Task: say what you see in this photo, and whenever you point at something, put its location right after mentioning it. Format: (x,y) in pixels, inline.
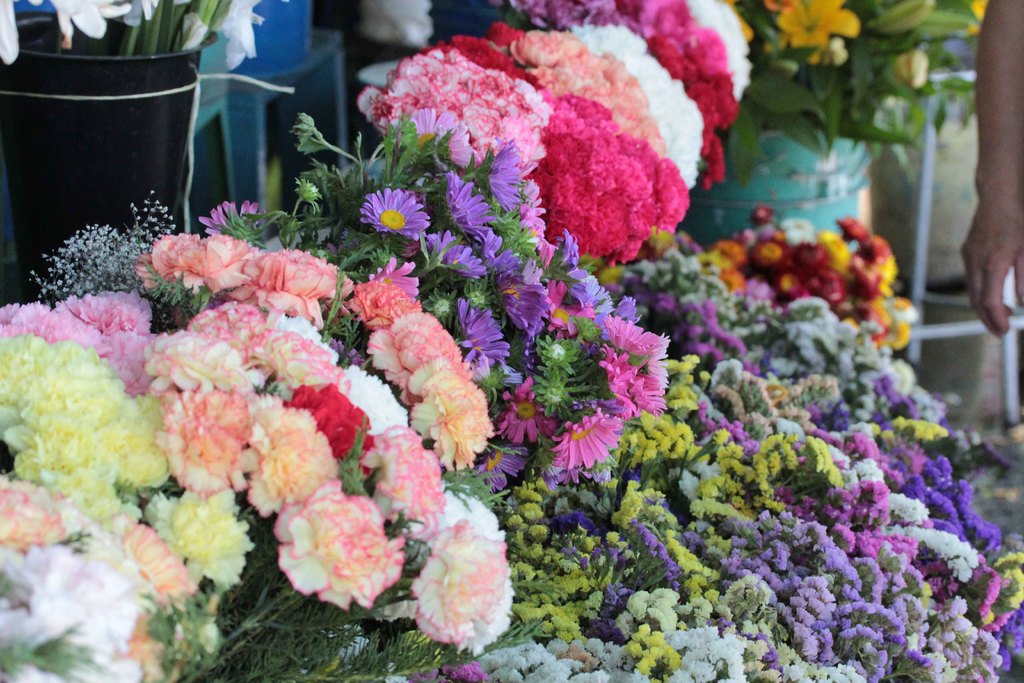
In this picture there are different types of flowers (575,441). At the top left (103,18) there are flowers (54,6) in the pot (39,242). On the right side of the image (1009,7) there is a person (995,229). At the back (934,165) there is a stand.
